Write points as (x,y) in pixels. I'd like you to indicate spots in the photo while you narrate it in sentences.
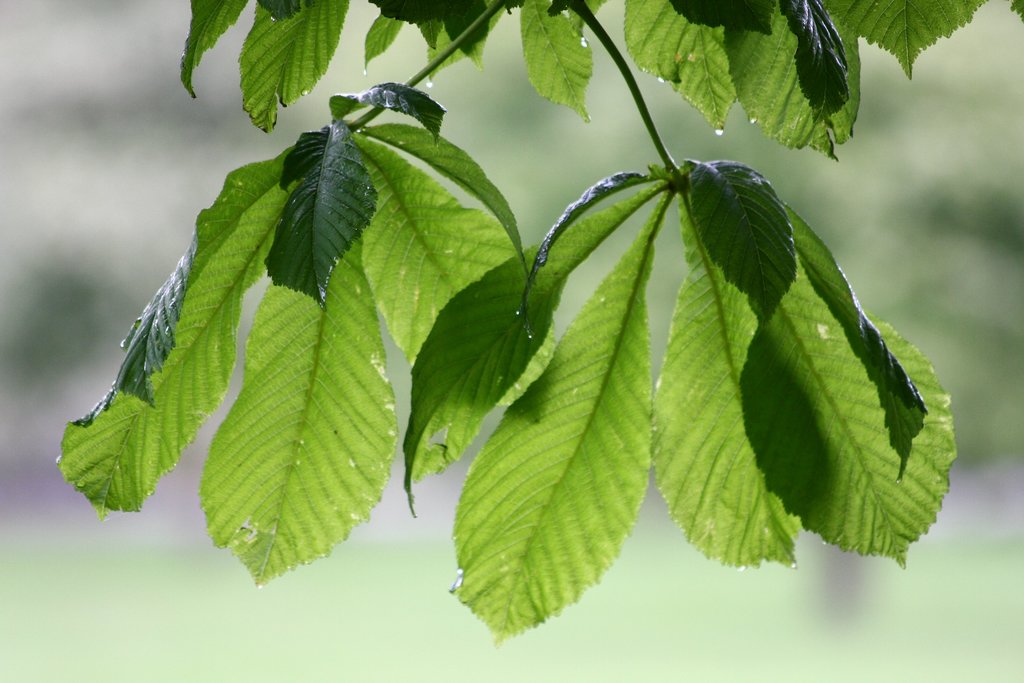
In this image, we can see green leaves (800,253) with some water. In the background (682,160), we can see white color and green color.
